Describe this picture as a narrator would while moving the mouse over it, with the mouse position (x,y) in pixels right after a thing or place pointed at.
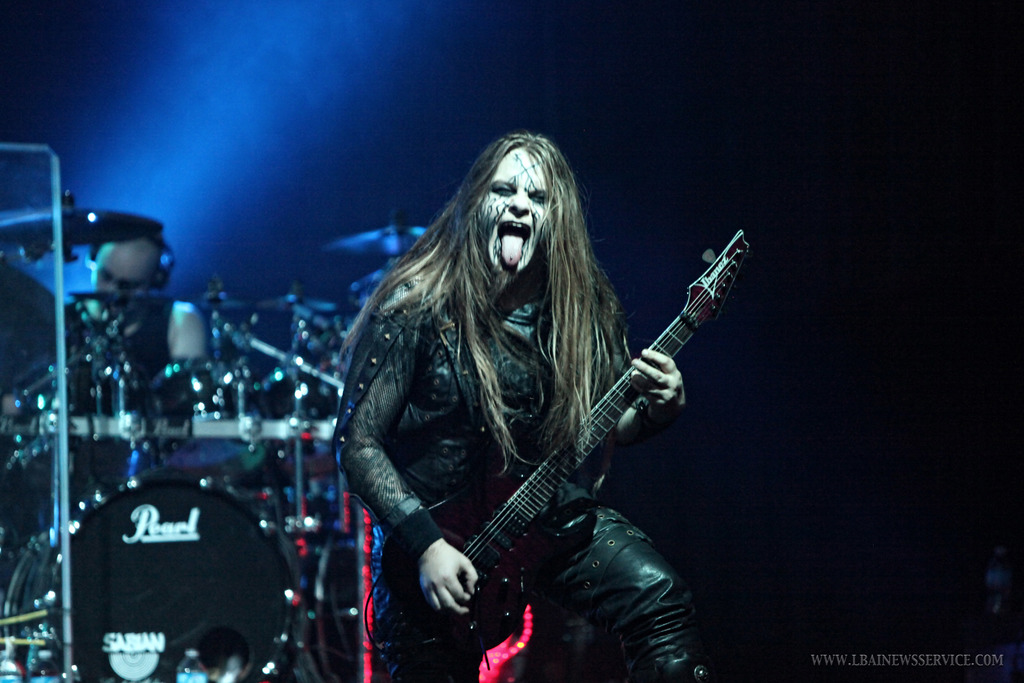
As we can see in the image, there are drums (185,380) and two Persons (461,385). The person (469,338) who is standing here is holding guitar (541,486) in his hand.
